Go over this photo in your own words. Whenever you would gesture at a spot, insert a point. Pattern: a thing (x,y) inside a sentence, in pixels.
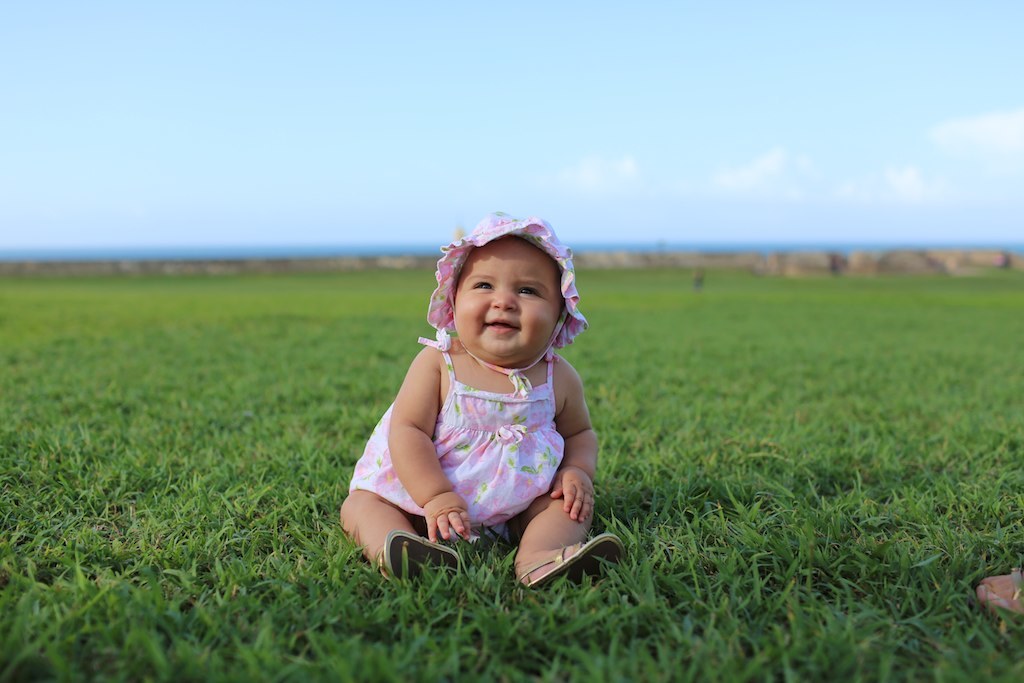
In this image I can see a baby (548,543) sitting, the baby (568,464) is wearing white and pink color frock (514,436). Background (731,96) I can see grass (166,382) in green color and sky (283,154) in blue color.
